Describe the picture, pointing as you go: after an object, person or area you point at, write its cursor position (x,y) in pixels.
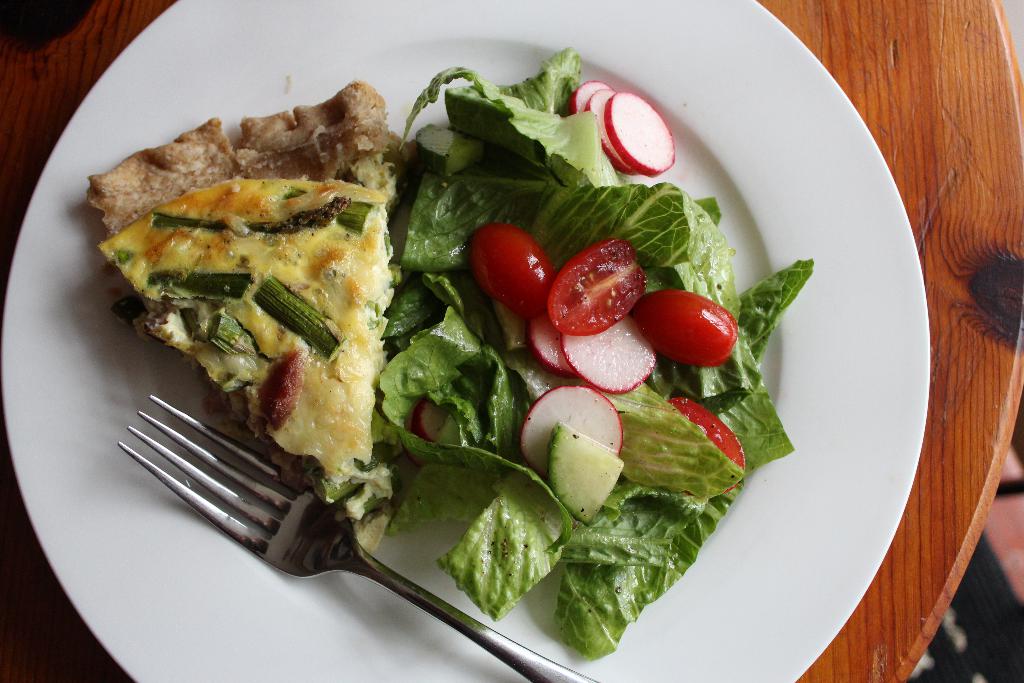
This image consists of food (529,359) which is on the plate (816,415) in the center (425,318) and there is a fork (274,473) on the plate (796,441).
